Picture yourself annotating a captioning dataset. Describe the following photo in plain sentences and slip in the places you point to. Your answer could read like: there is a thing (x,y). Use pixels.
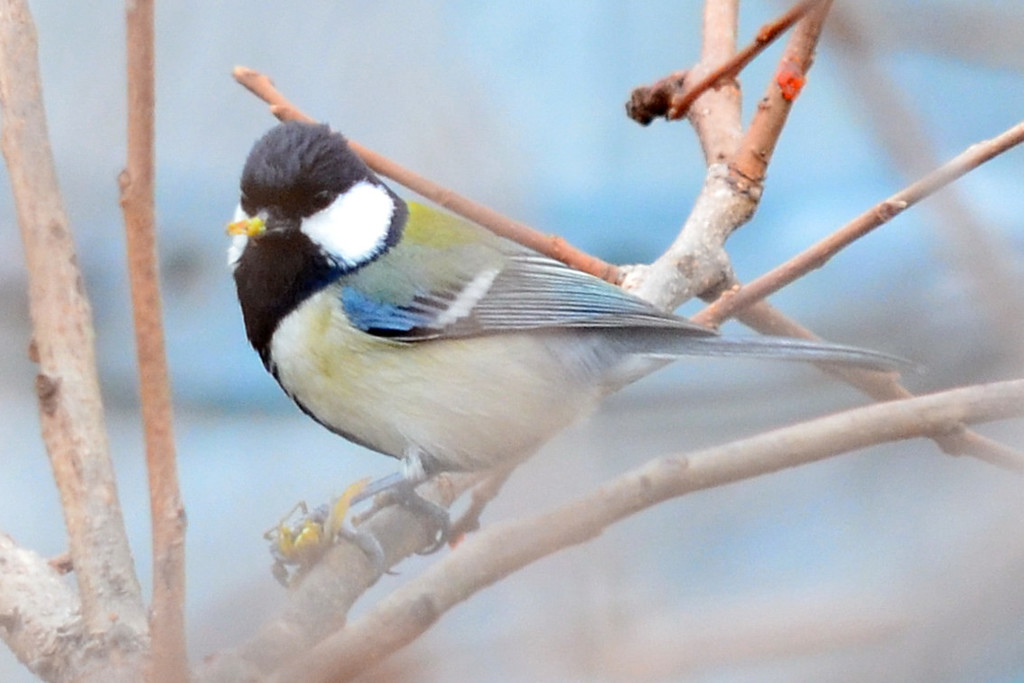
In this image we can see a bird (422,252). We can also see the stems (297,663) and the background (584,178) is blurred.
